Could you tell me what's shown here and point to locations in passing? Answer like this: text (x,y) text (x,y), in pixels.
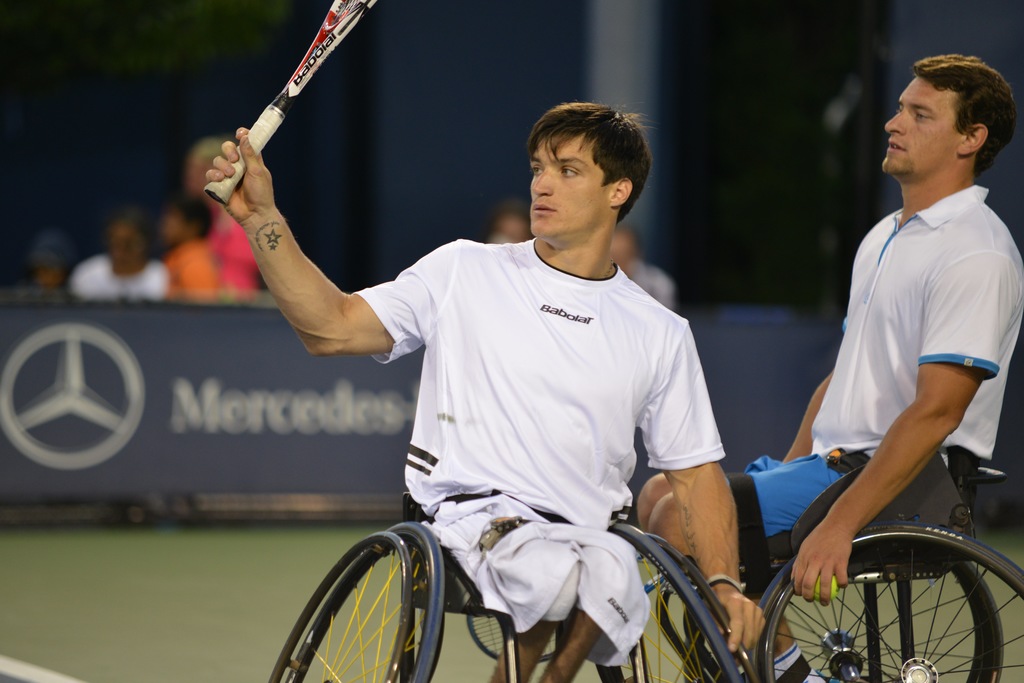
In the picture we can see two men (666,453) are sitting on the wheel chairs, one man (662,465) is holding a stick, two are wearing a white T-shirts (674,438), in the background (90,382) we can see a wall (719,370) which is written as Mercedes and symbol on it and behind it we can see some people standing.
